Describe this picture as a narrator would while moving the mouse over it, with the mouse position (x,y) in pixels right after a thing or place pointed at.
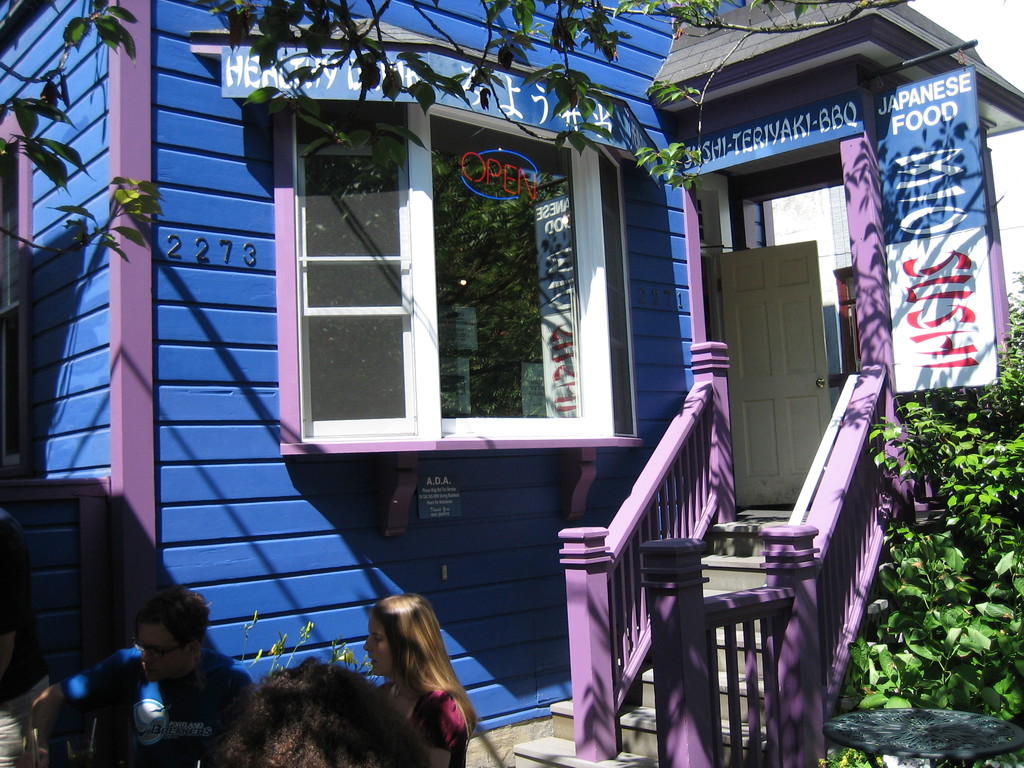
In this image we can see a store (467,529). There are few advertising boards (897,204) in the image. There is a tree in the image. We can see few plants (942,544) at the right side of the image (942,560). There are few people (417,697) sitting on the chairs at the bottom of the image (341,712). A person (35,657) is standing at the left side of the image (17,652). We can see the reflection (503,303) of a tree (490,315) and a board (549,306) on the glass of the store (70,624).
